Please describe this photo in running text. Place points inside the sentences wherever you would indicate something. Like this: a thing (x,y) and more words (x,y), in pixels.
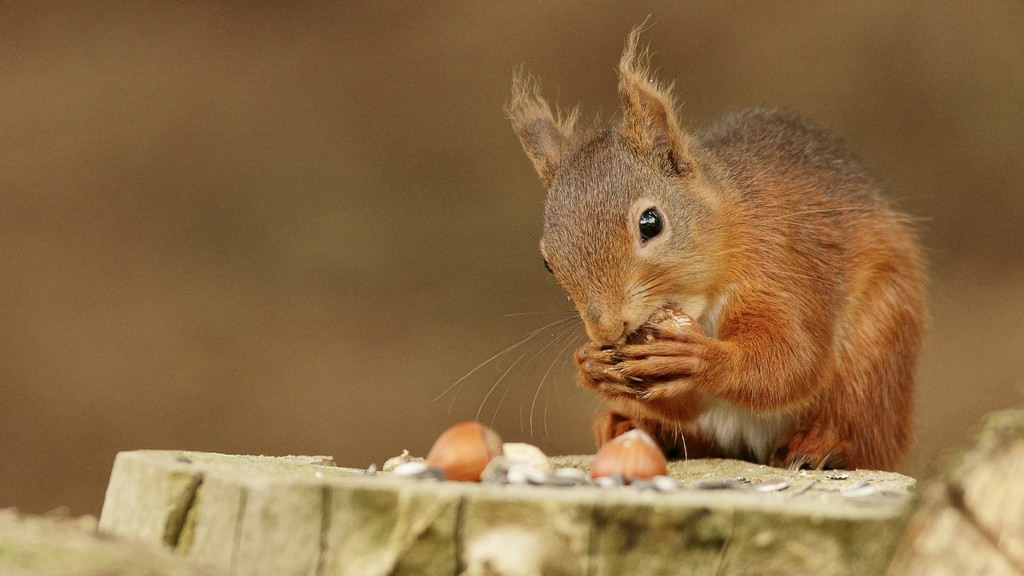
On the right side of the image (686,281) we can see a red squirrel (665,279) eating some food item (666,313). At the bottom of the image (474,509) we can see wood (480,489) and some food item (509,458). In the background (359,123) the image is blur.
